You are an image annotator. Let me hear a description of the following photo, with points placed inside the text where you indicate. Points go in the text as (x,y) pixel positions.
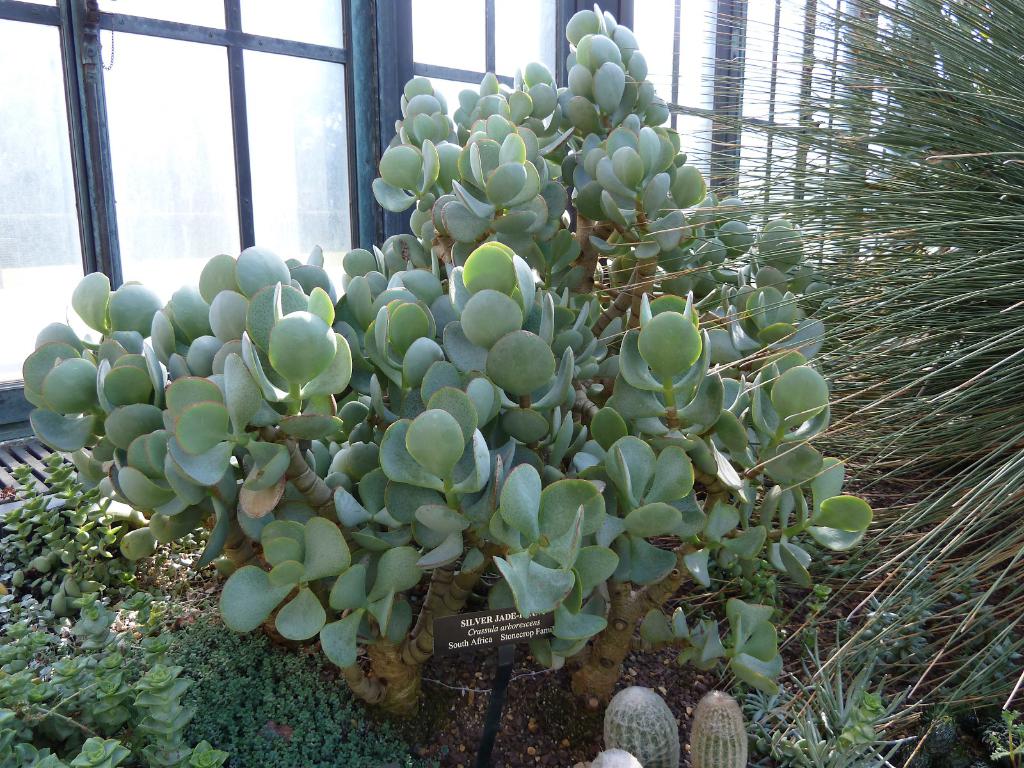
This image consists of plants (823,502). On the left (186,142), we can see glass doors (187,182).
